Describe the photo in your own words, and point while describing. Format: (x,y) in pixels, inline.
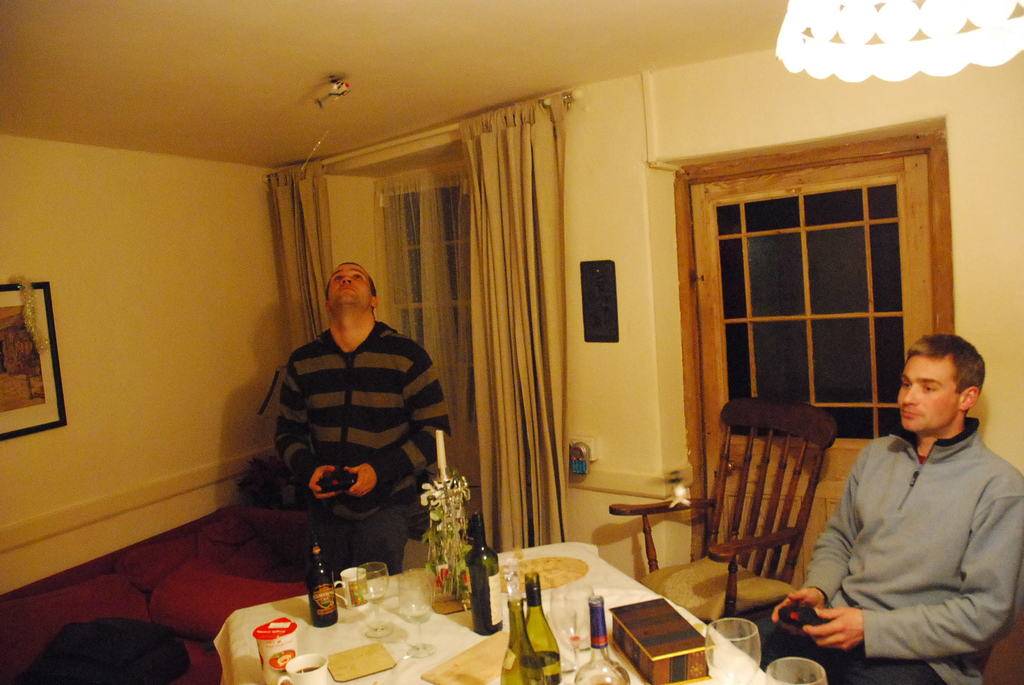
In this image there are 2 persons (974,606), one sitting in the chair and in table (229,665) there is bottle (493,628), cup (266,626), glass (369,637), flower vase (444,596) and in back ground (758,264) there is window (739,266), curtain (474,399), toy helicopter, frame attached to wall (109,194), and a lamp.
